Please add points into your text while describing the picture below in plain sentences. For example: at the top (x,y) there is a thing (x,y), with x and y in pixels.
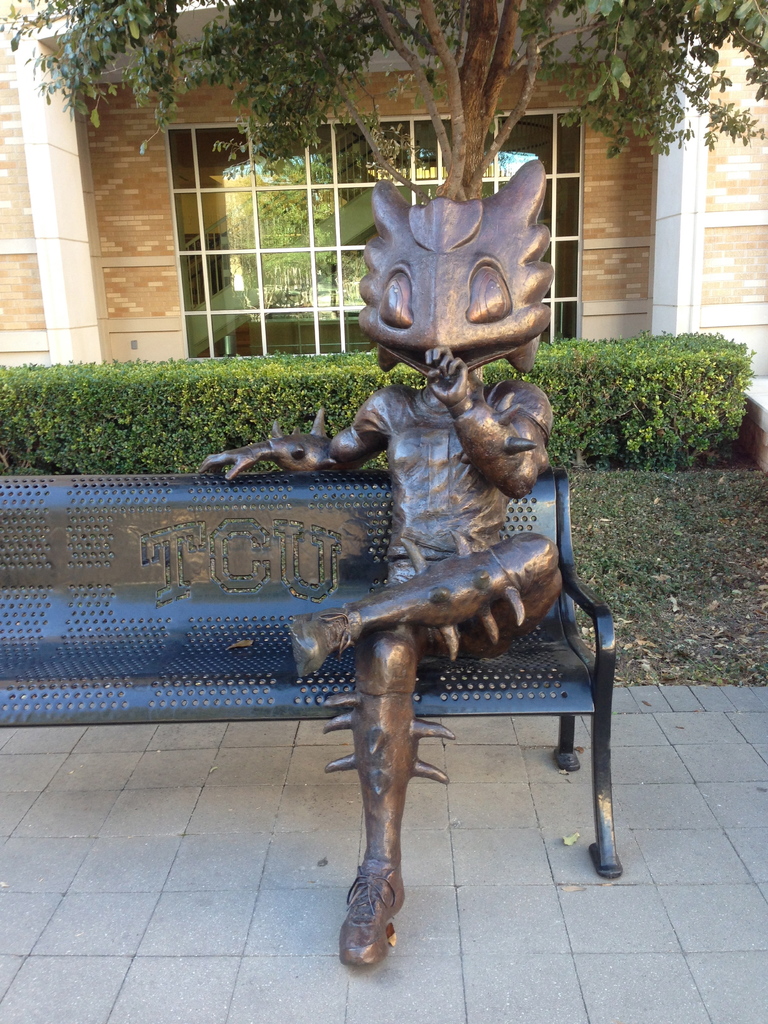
In this picture we can see a statue (360,629) on the bench (263,603) and behind the bench (169,538) there are plants (249,399), tree (321,95) and a wall (76,209) with a glass window (255,258). Behind the window (235,268) we can see the staircase (347,206).
